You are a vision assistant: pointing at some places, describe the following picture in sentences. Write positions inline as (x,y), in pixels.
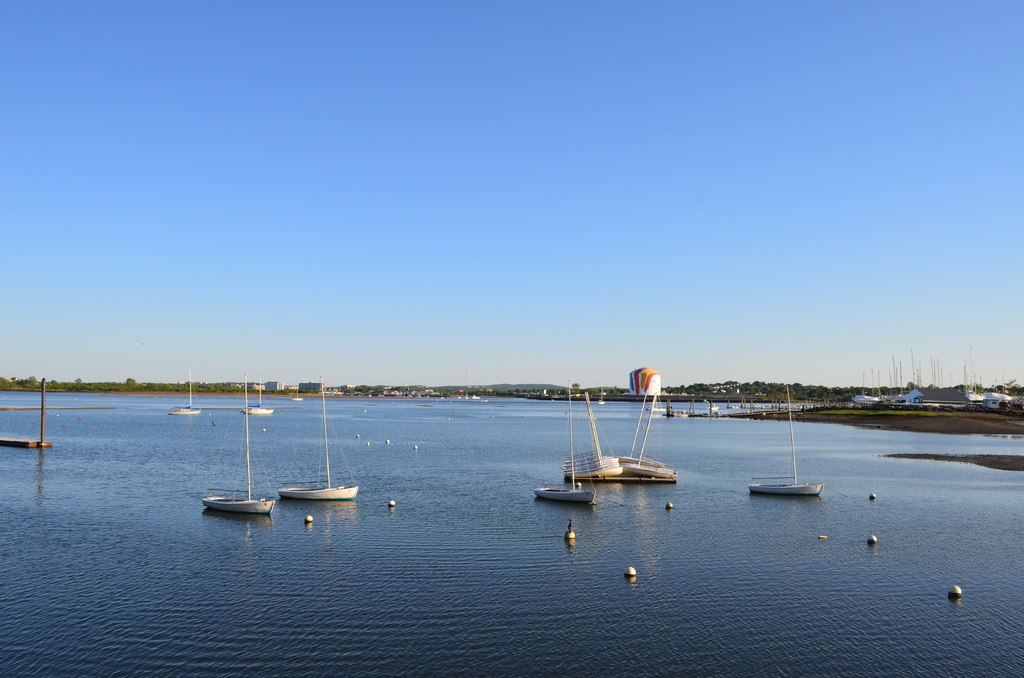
In this image I can see few boats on the water (926,631), background (210,343) I can see few trees (868,389) in green color, few buildings (339,388) and the sky (477,199) is in blue and white color.
